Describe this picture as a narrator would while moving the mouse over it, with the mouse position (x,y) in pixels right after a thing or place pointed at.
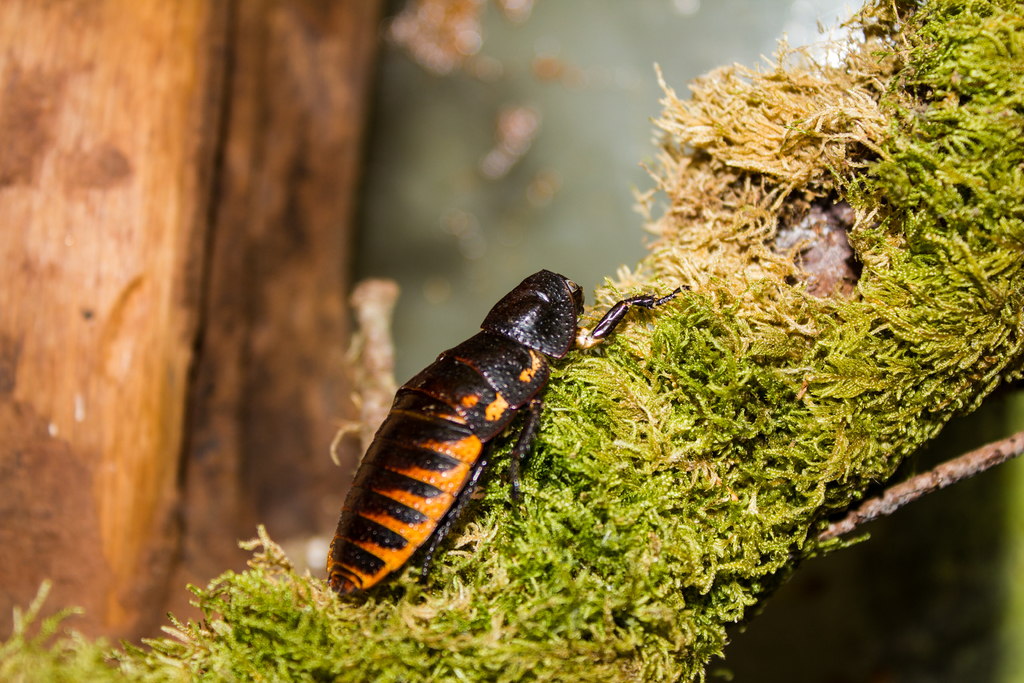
In this picture we can see an insect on the grass (601,483) and in the background (22,515) we can see wooden objects (8,512).
